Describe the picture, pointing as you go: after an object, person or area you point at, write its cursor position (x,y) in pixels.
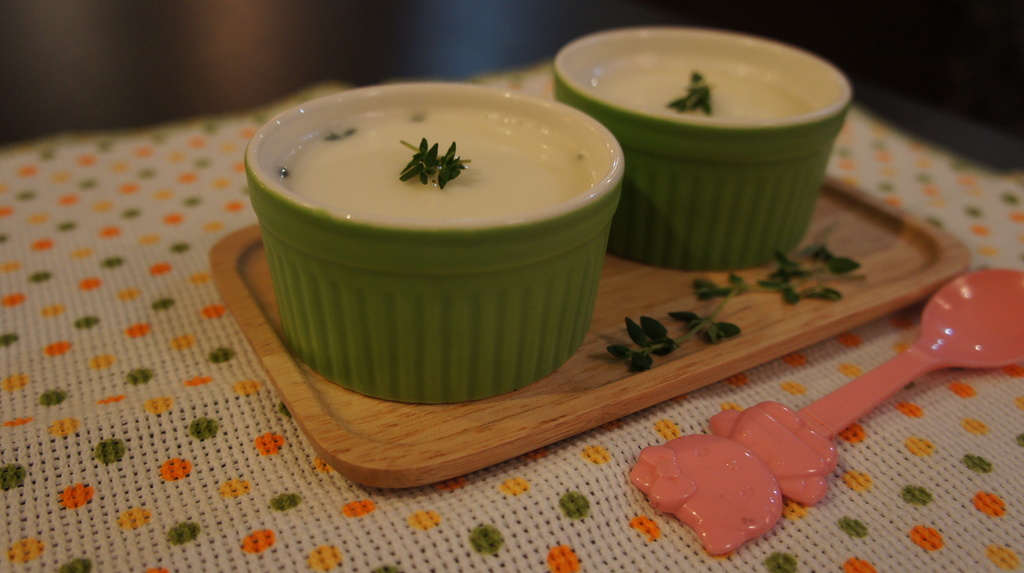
In this picture there is a table (139,430) covered with cloth (172,453), on the table (174,470) there is a plate (402,441) with two bowls (575,279) and spoon (871,397).
